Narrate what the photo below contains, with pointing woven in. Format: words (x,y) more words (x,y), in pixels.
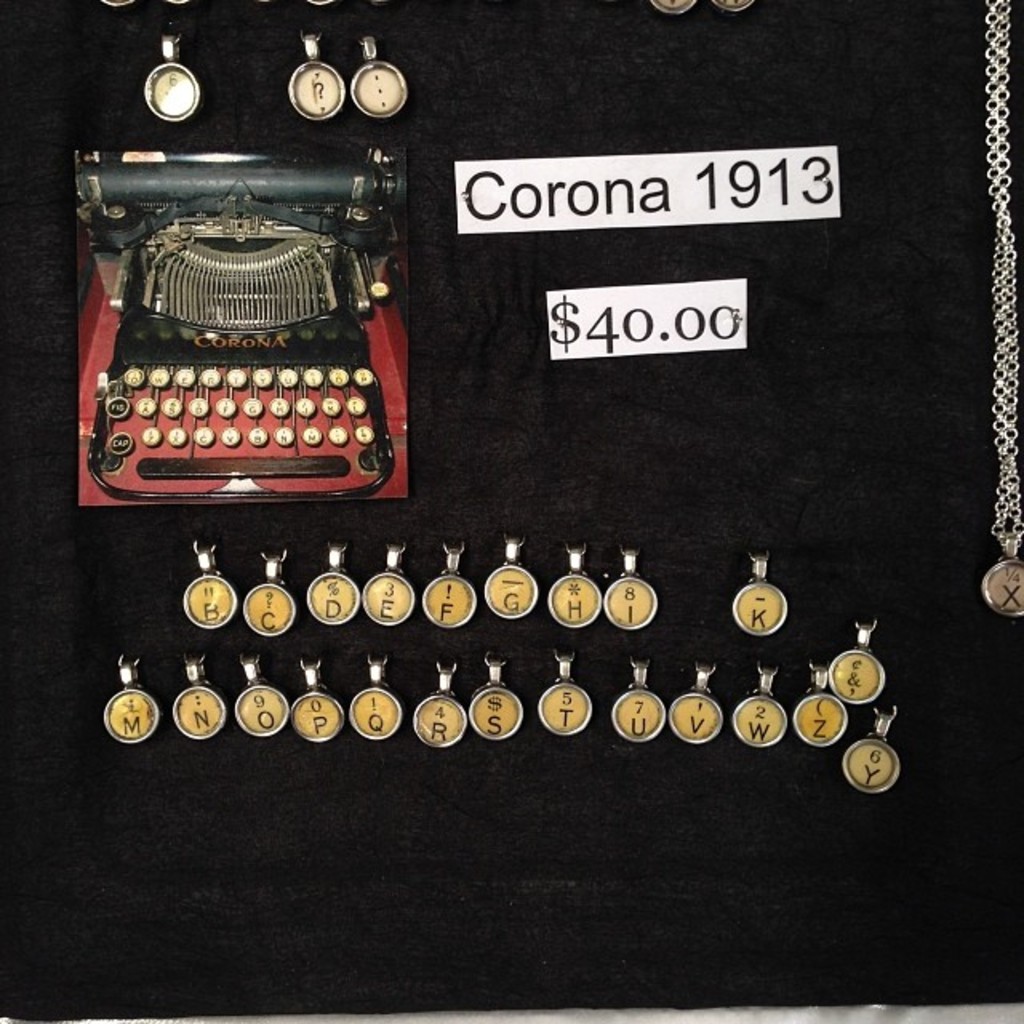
In this image we can see a black surface (183,551). On that there is a typewriter (185,235). Also there are keys (333,589) with letters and there is a chain (1011,346). And there are papers (693,203) with text (470,201) and numbers (644,323).
